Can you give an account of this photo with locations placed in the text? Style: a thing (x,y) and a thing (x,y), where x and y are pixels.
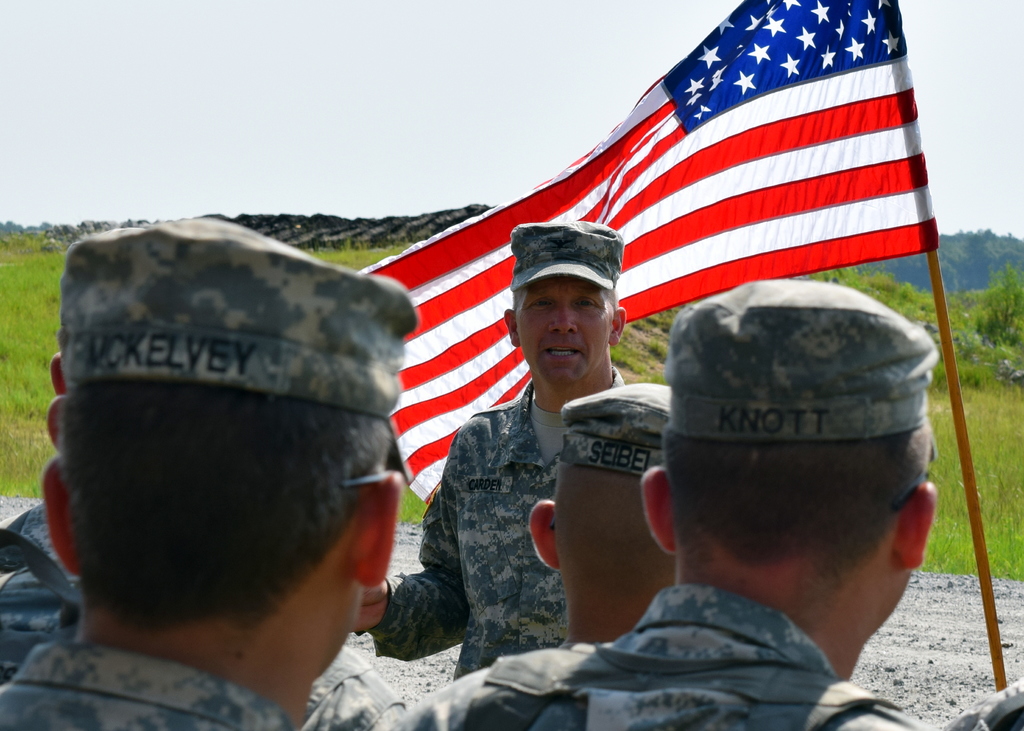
In this image we can see a few people (499,581) standing on the road (453,672). On the right side of the image (882,173) there is a flag (757,128). In the background (418,238) there are mountains (365,241) and sky (518,118).
